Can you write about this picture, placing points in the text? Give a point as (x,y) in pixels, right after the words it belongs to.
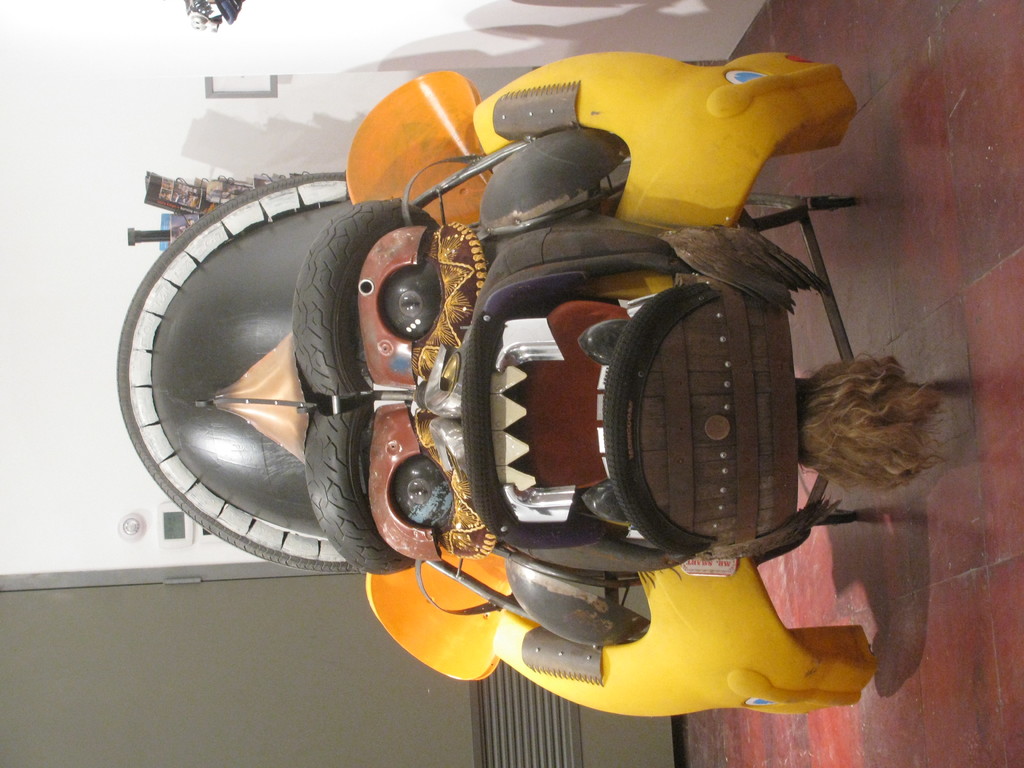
In this picture we can see the yellow and brown color decorative monster sculpture (608,418), placed on the flooring (778,586). Behind there is a white wall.
